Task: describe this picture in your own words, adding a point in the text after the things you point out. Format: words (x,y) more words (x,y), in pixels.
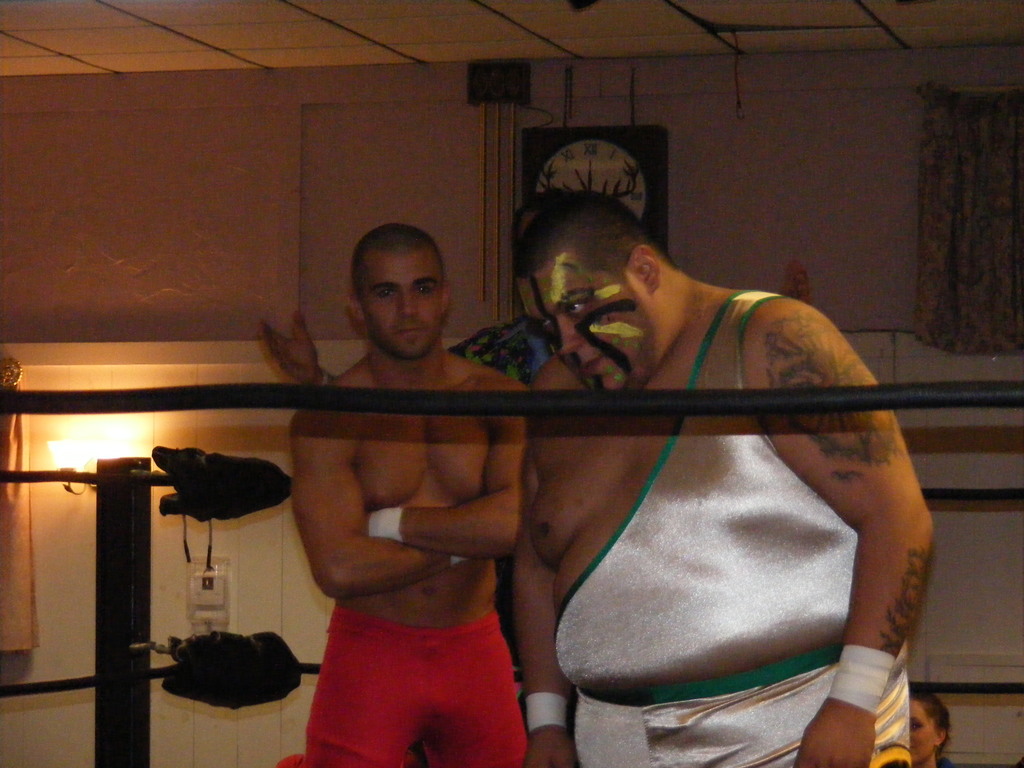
In this picture I can observe three members (624,439). I can observe a boxing ring (145,487) in this picture. In the background (255,246) I can observe a wall clock (629,178) on the wall (338,207).
